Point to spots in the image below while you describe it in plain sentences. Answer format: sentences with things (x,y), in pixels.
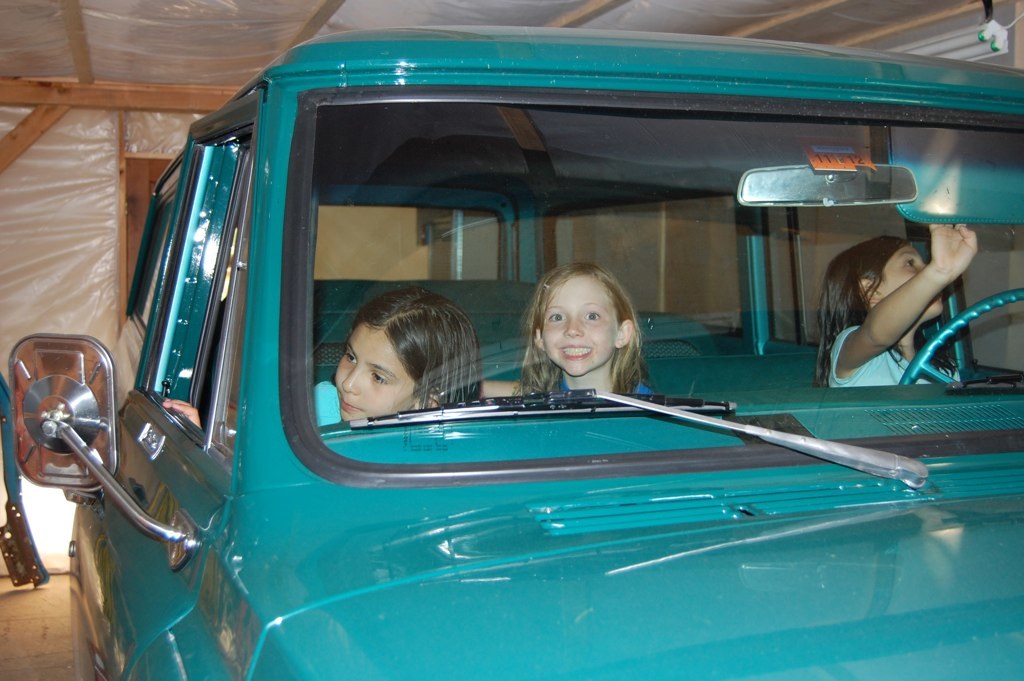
In the picture there is a blue color car (578,603), inside the car (278,384) there are three kids (840,370) three of them are girls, in the background (170,117) there is a wooden wall (82,81).
